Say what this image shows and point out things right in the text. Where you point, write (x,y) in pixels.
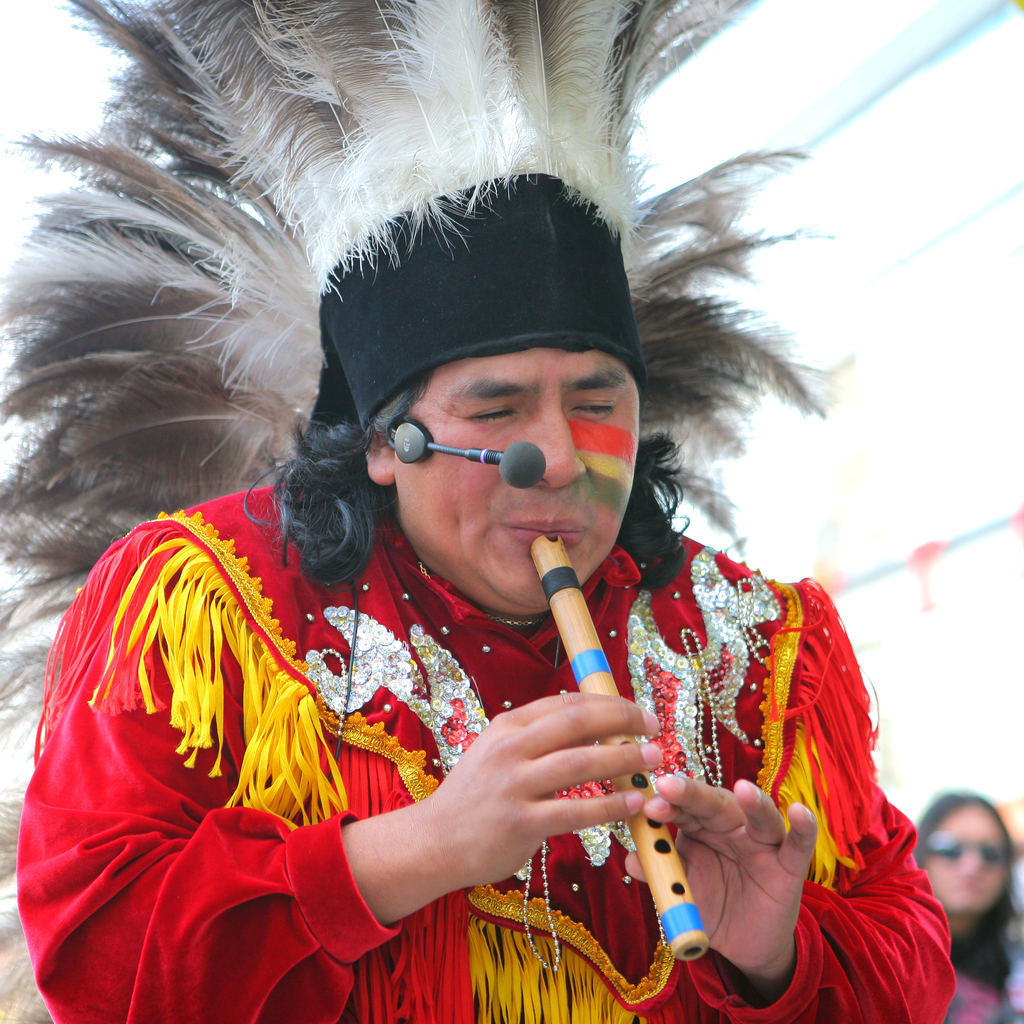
Here we can see a person (445,353) wearing something on his head (412,406) with a microphone (529,465) present and playing a flute (582,593).
